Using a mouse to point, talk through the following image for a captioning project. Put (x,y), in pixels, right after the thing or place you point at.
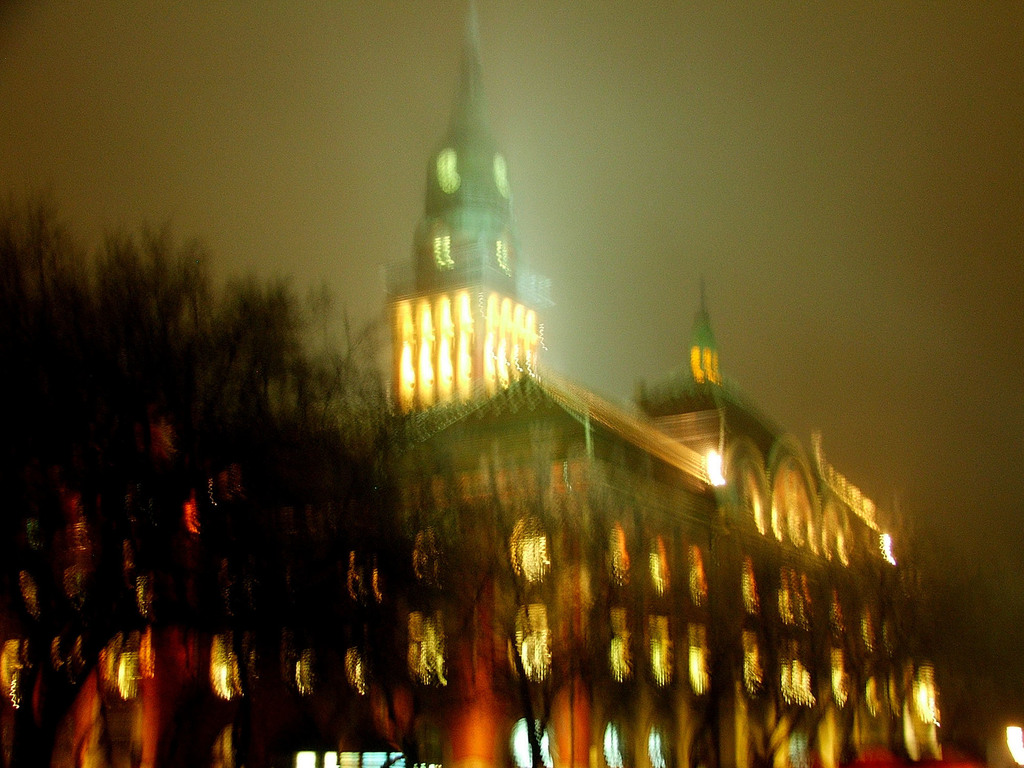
This picture is blur, in this picture we can see building (420,333) and trees (213,562). In the background of the image (885,304) we can see the sky (851,364).
